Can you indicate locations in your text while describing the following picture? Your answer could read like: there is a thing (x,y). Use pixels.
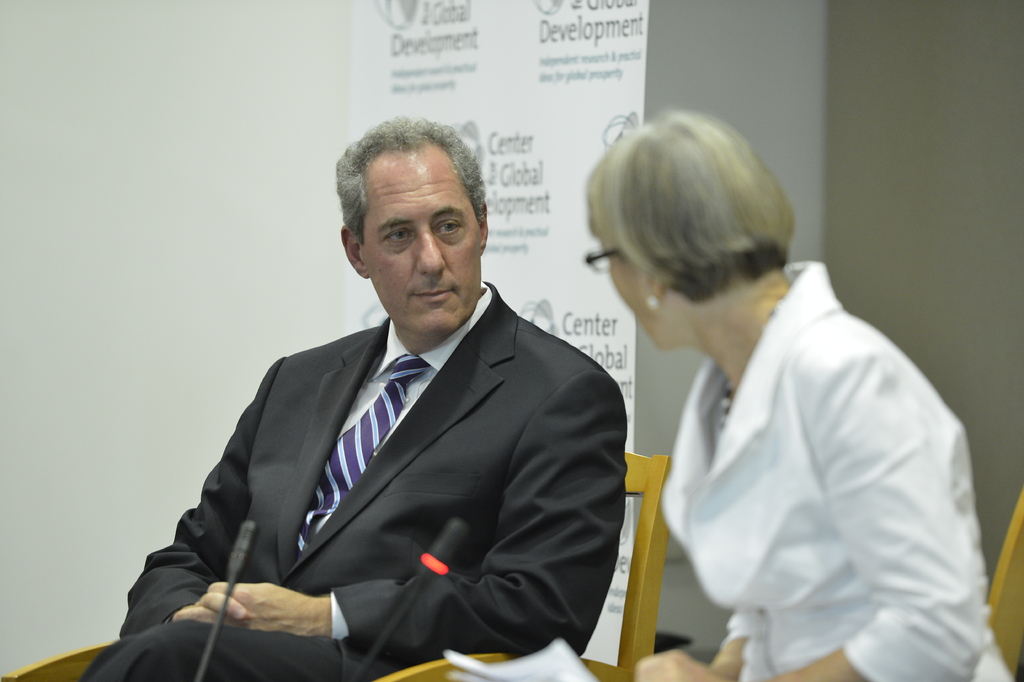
In this picture there is a man (349,365) and a woman (984,655) in the center of the image (585,433), they are sitting on the chairs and there is a mic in front of them and there is a poster (527,152) in the background area of the image (527,152).
